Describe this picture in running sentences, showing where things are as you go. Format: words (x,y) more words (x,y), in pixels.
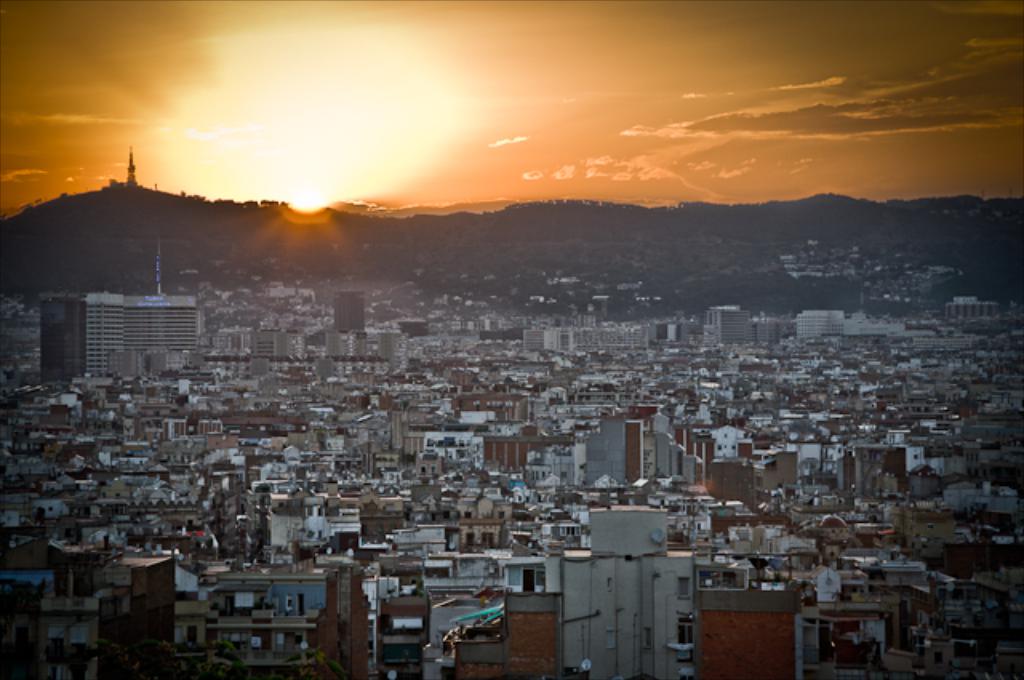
To the bottom of the image (931,508) there are many buildings (313,475). In the background (208,240) there are hills (540,235). And to the top of the image (223,87) there is a sky (703,84) with sun (308,193).
